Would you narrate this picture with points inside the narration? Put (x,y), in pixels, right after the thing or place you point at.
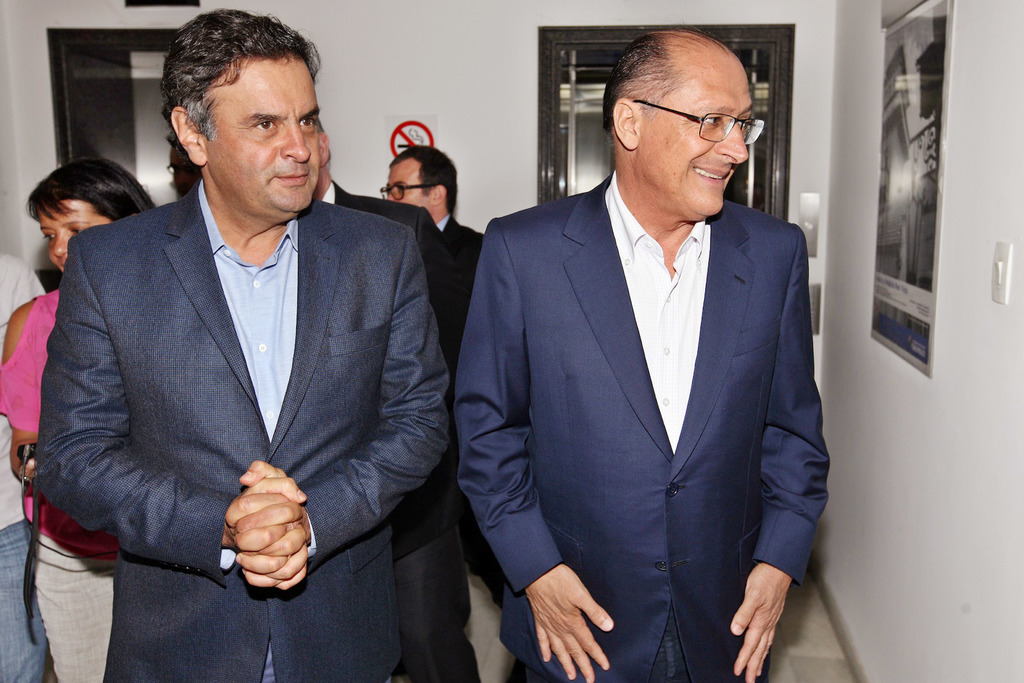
In this image there are a few people (92,230) standing on the floor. Behind them there is a wall (393,18). There are glass doors (573,163) to the wall (503,74). To the right (912,256) there is a board (897,223) on the wall (949,250). Beside the board (924,249) there is a switch (1002,272) on the wall (982,265). In the foreground (376,349) there are two men (414,350) standing. They are wearing suits (389,449).
